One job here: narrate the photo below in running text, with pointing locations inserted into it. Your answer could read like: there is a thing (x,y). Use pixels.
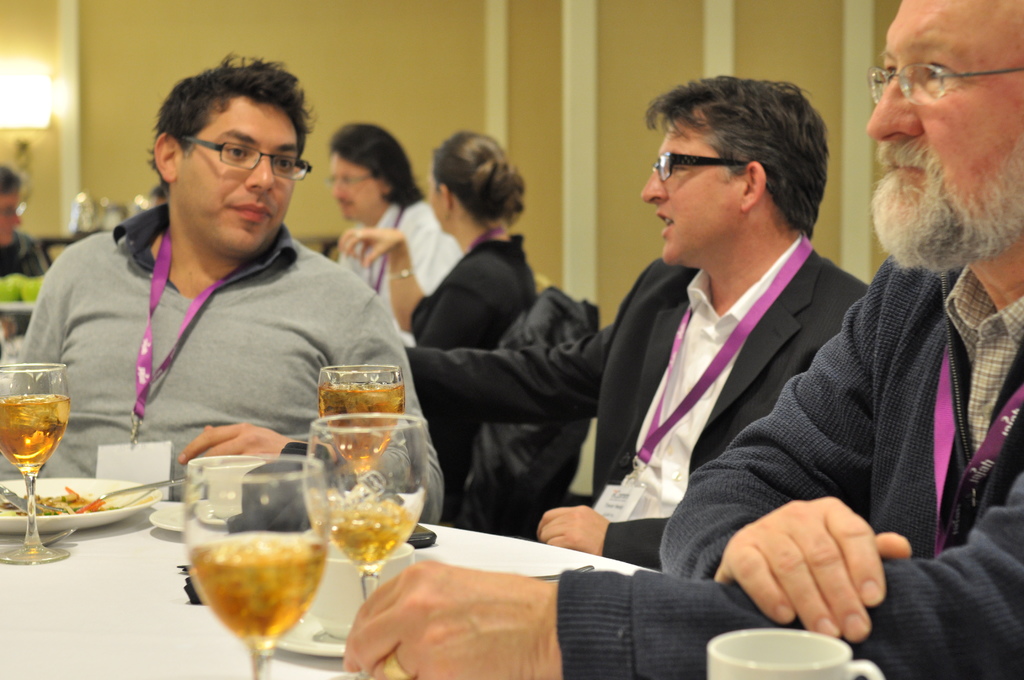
In this picture we have a old man (829,367) sitting on the right side (812,455). There is a table (454,551) over here, another man (619,423) speaking, he is wearing a purple Id (645,463) and we have a plate (8,524) with a fork (130,494). There is also a woman (469,318) sitting behind them, there is a wall (499,120) and light (5,72) here.
